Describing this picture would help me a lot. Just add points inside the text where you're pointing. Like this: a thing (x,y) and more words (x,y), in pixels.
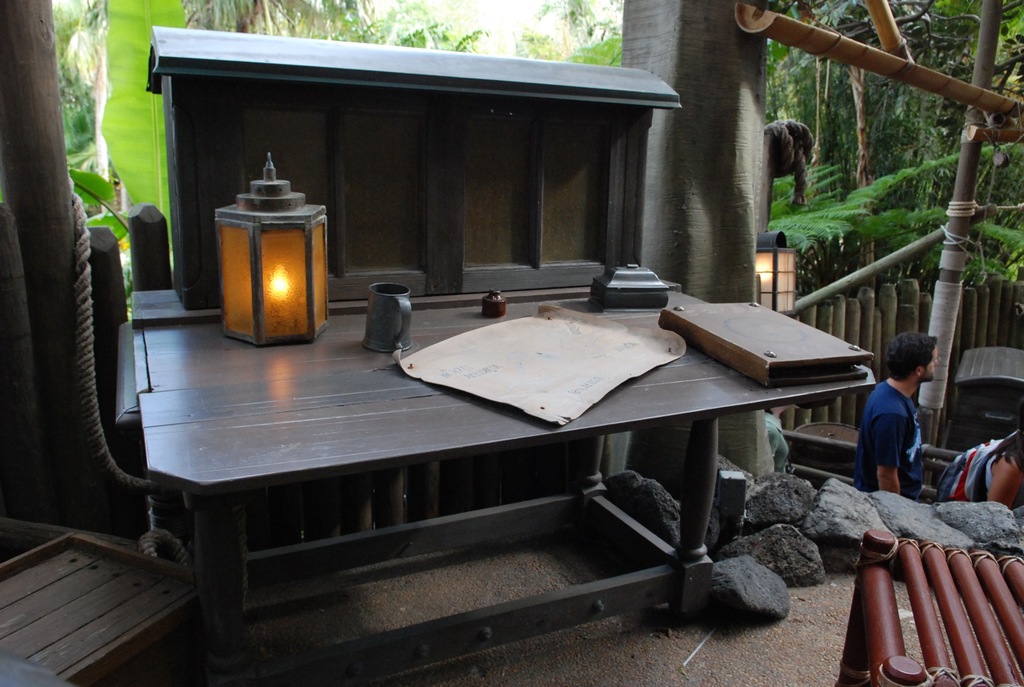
In this image I see a person (916,339) over here and I see the light (280,202), paper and a book (726,333). In the background (711,189) I see number of trees (448,11).
